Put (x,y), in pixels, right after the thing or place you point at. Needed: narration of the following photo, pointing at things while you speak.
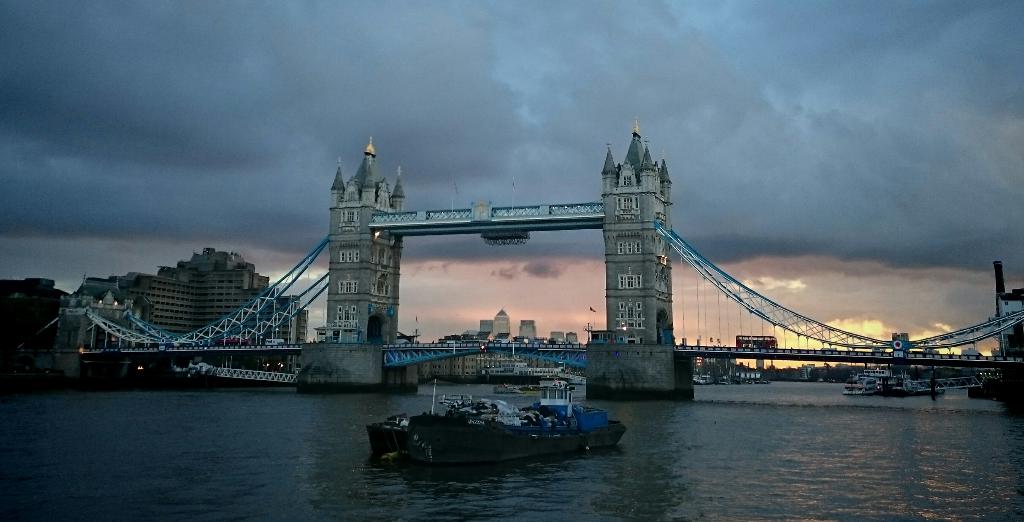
In this picture I can observe a bridge (397,352) over the river (236,458). There are some vehicles (751,337) moving on the bridge (322,337). I can observe a boat (516,435) floating on the water (307,422). In the background (79,115) there are buildings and a sky (467,60) with some clouds (317,84).
